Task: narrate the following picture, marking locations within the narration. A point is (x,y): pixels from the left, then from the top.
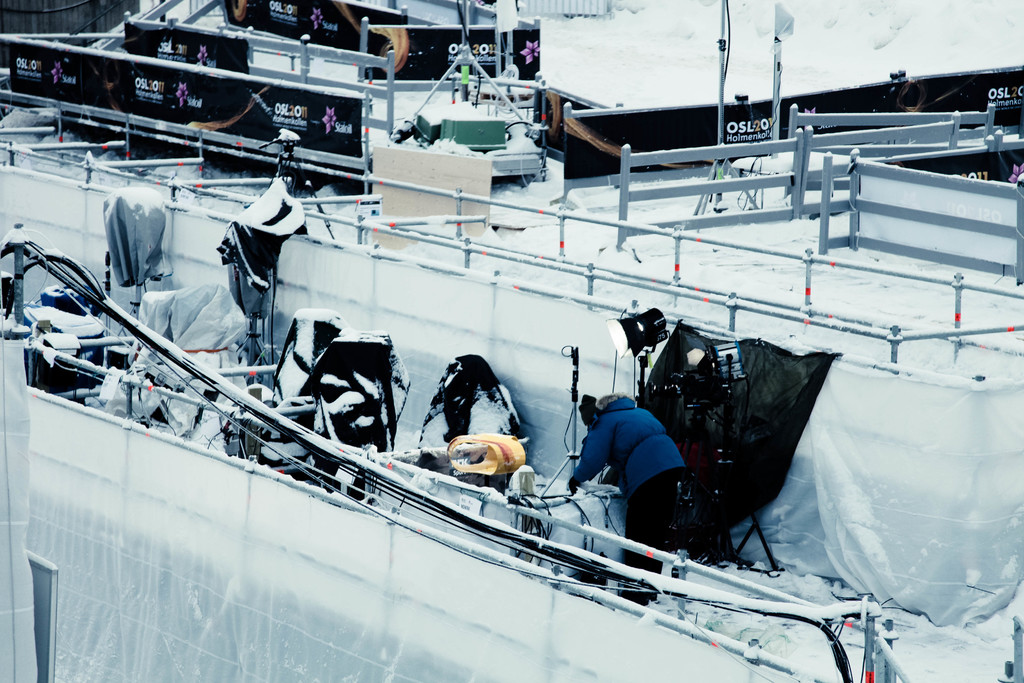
At the bottom of the picture (408,531), we see the railing (425,472) and the sheet (240,557) in white color. Beside that, we see the wires (104,293). We see a person (653,436) in the blue jacket (618,451) is standing. In front of the person (638,526), we see a table (570,503) and some equipment (465,484). Beside her, we see a light pole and a stand (553,479). Beside that, we see the black and white color objects (383,428). Beside that, we see the railing (806,287) and the white sheet (883,423) which is covered with the ice (492,238). On the left side (285,118), we see the boards (160,106) in black color with some text (185,45) written on it. Beside that, we see an object (468,139) in green color. On the right side (917,120), we see the boards (888,123) in white color. Beside that, we see a stand (719,167) and a pole (720,89). At the top (552,72), we see the ice (602,51).
